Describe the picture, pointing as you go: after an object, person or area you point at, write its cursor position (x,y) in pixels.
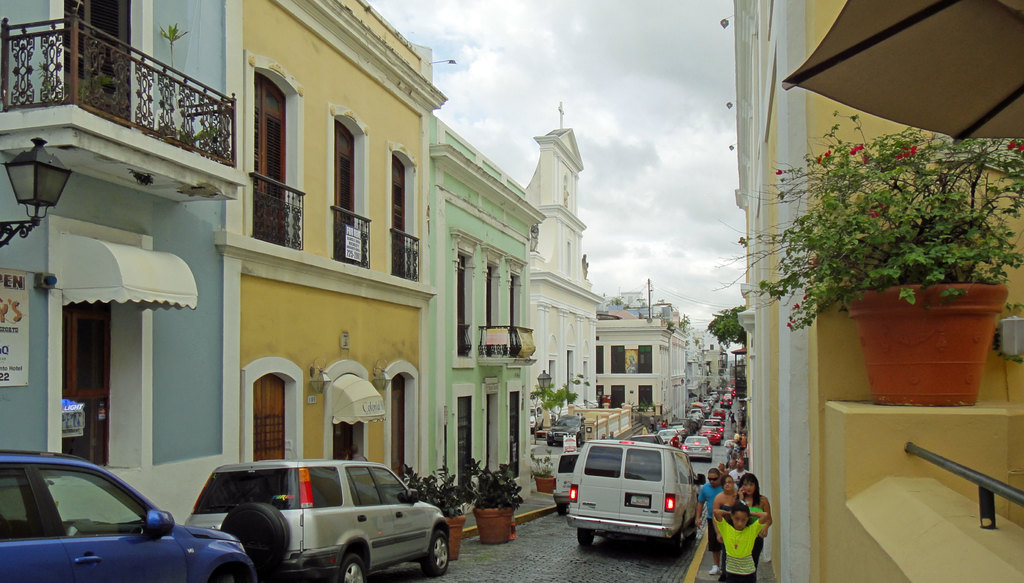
In this image in the front (924,266) on the right side (886,304) there is a plant (935,255) in the pot (928,307) and there is railing (939,465). In the center (551,372) there are vehicles (640,500) moving on the road (542,523), there are persons (725,502) walking, there are plants (479,473) and there are buildings (201,394) and on the building (47,406) there is a board (15,363) with some text (12,350) written on it. In the background (660,353) there are buildings (719,350), trees (724,340), there are vehicles (695,424) moving on the road (724,437), there are persons (736,431) and the sky (612,141) is cloudy.
